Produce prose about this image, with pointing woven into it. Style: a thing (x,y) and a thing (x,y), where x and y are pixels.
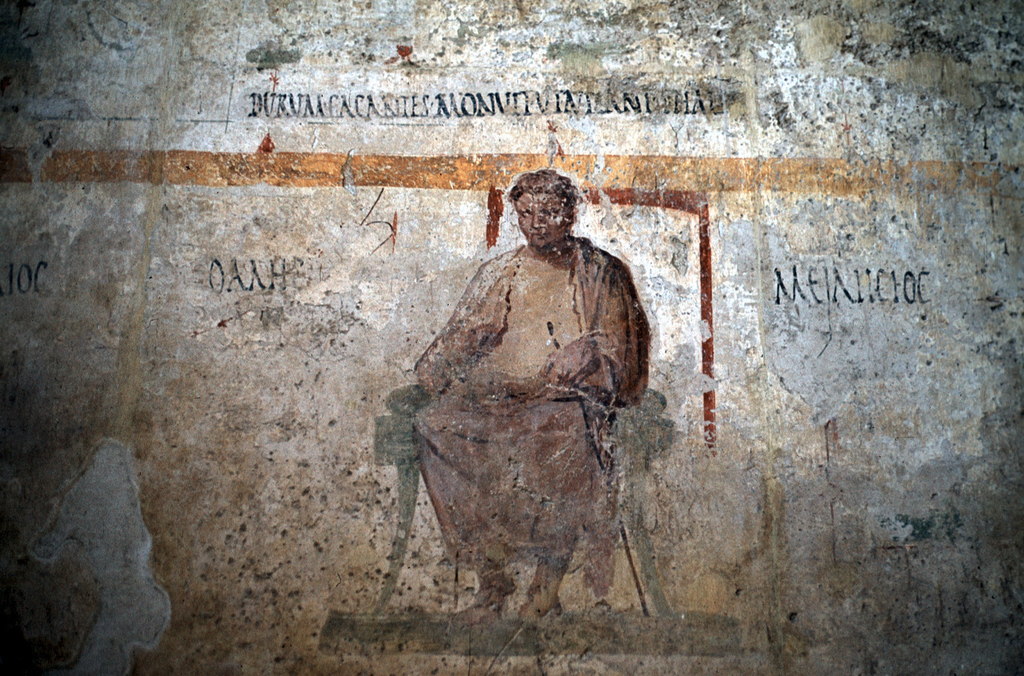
In this picture I can see the painting (530,374) on the wall (32,601).
